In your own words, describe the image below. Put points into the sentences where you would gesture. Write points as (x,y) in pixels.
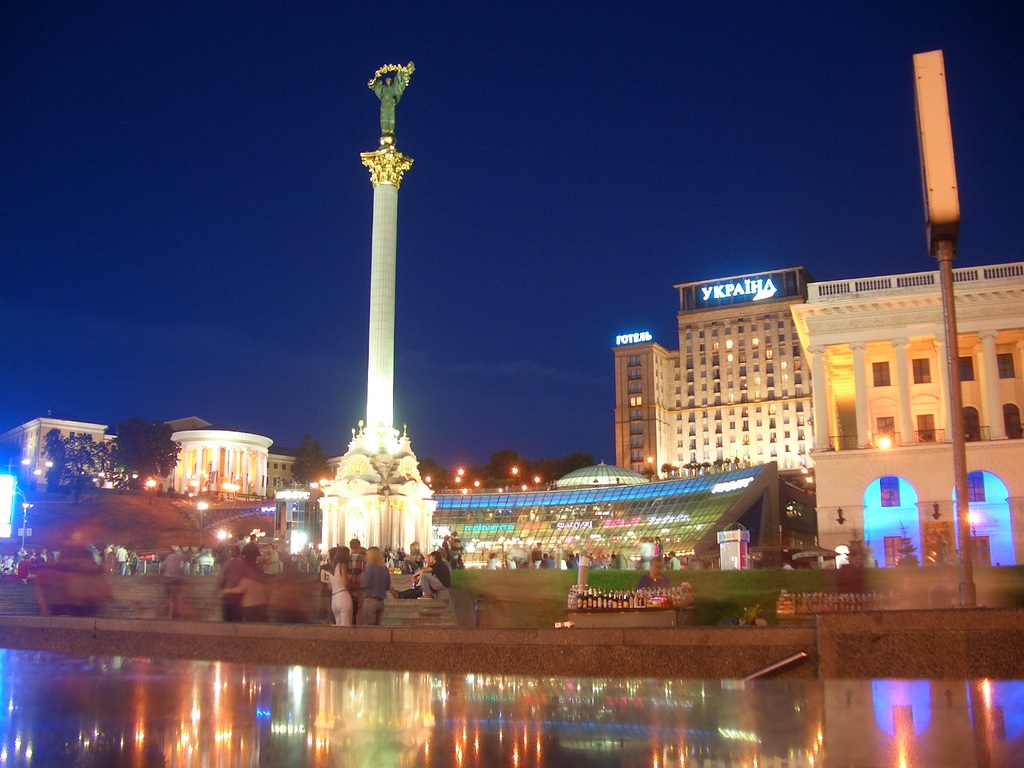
In this image we can see persons (361,586) standing on the ground (509,596) and sitting on the stairs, street vendors (652,581), beverage bottles (640,600), statue (399,80), tower (365,165), electric lights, buildings (618,432), name boards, trees (109,470), water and sky (621,304).
